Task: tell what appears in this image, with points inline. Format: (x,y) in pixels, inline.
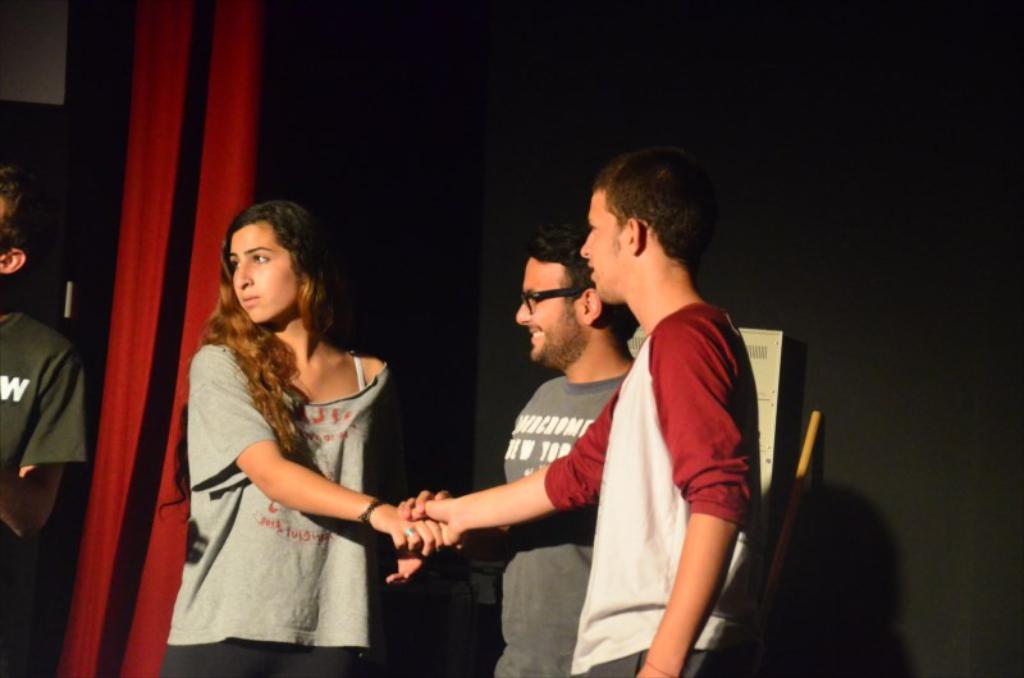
In this image in front (424,538) there are three persons (532,480) shaking their hands (433,529). Beside them there are curtains (164,494). There is another person (39,525). Behind them there is a board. There is a wooden stick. In the background of the image (822,232) there is a wall (638,94).
